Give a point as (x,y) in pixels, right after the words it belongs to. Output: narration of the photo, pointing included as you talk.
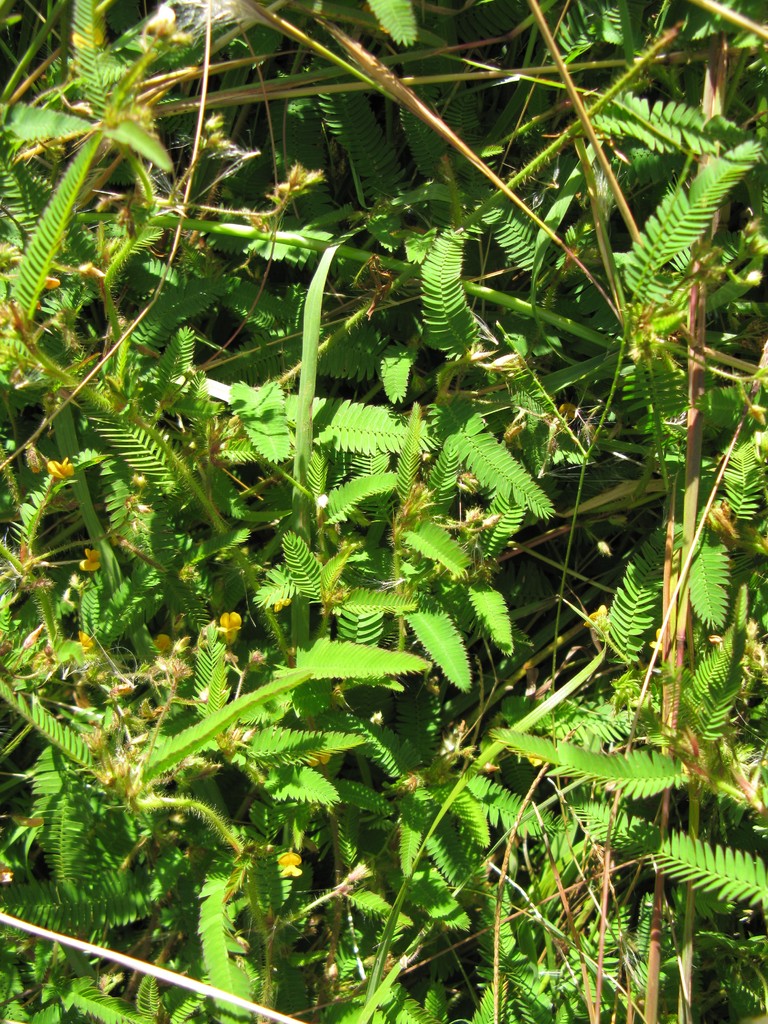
In this image we can see the leaves (276,778) of a touch me not plant (360,622).
